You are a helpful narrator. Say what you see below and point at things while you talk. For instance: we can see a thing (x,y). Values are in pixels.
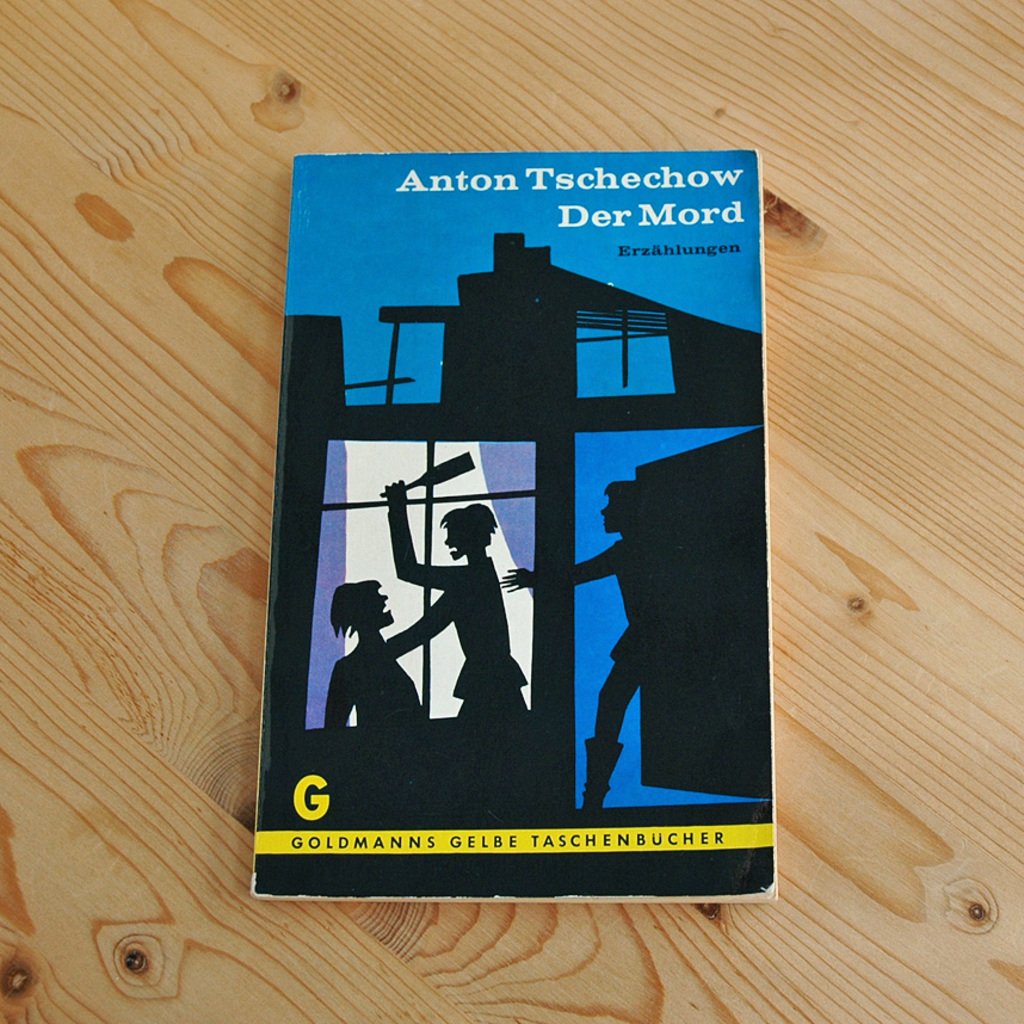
In this image we can see a book (327,474) is placed on the wooden surface (116,47). Here we can see some images (577,693) and some text (666,213) on the book cover (588,413).
